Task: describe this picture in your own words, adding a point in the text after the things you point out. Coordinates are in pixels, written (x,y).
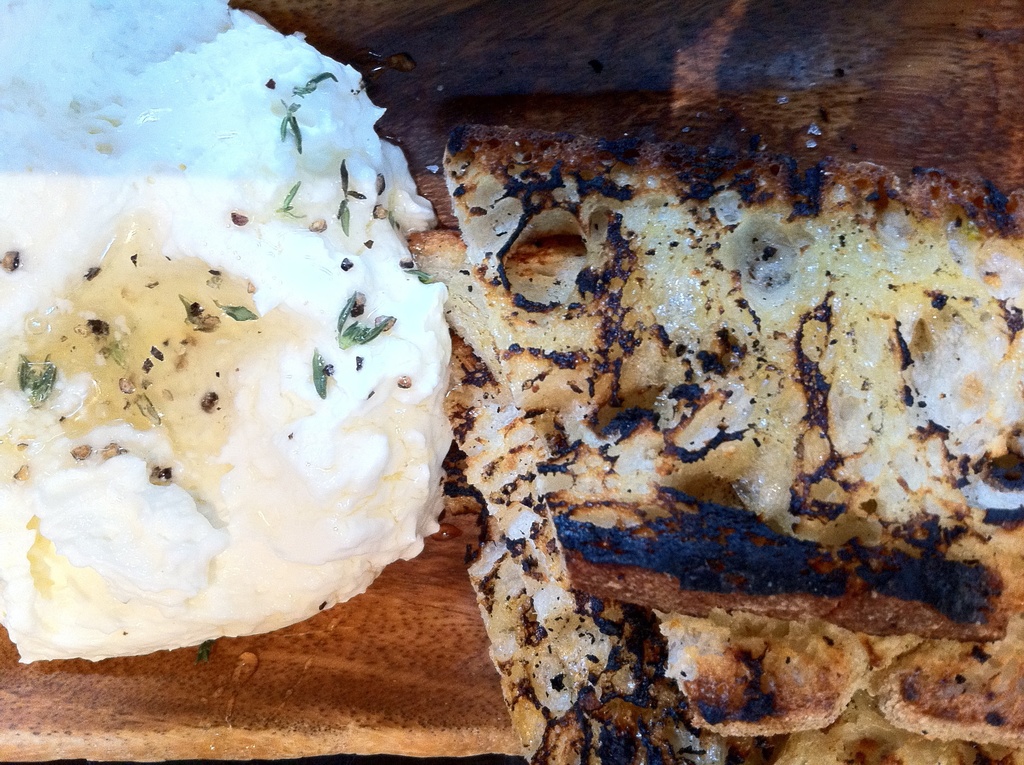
In this picture we can see food items (279,110) placed on a wooden platform (77,714).
